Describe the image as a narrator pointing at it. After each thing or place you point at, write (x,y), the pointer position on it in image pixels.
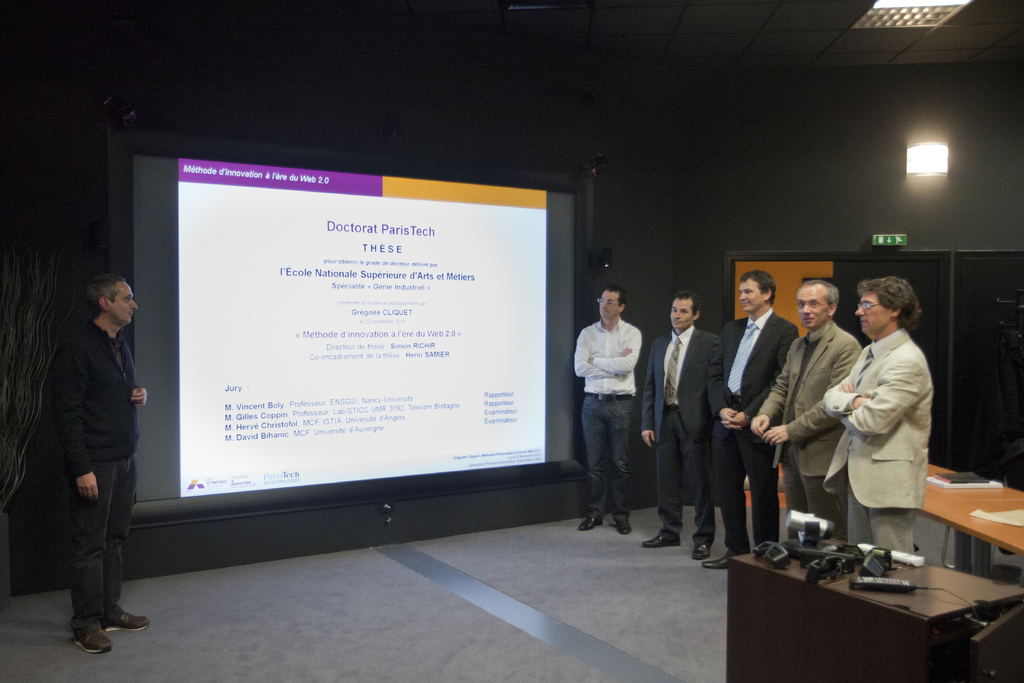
There are six man (129,519) standing. This looks like a screen (175,265) with a display (390,442). I can see a table (770,579) with a remote (850,584), projector (797,532) and few other objects (886,560) on it. Here is another table (943,505) with books (943,479) and papers (1001,518). This is a lamp (909,175), which is attached to the wall (878,173). I can see a door (937,285). This looks like an exit board (878,242). At the top of the image (889,20), I can see a ceiling light (903,20).
